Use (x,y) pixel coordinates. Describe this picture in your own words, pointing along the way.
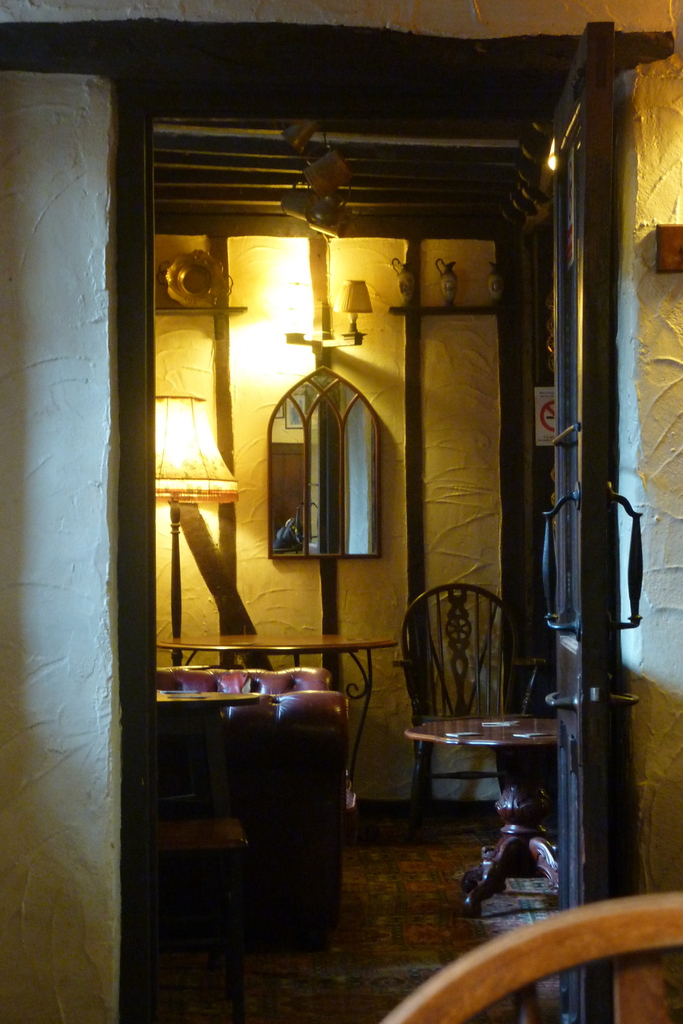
This is a picture of a house (510,242). In the foreground of the picture (138,536) there is a door (592,509) and a wall (41,806) painted white. In the center of the picture (438,658) there are tables (311,650), chairs (449,667), couch (317,707), lamps (178,472), light (309,329) and many objects (287,458).
